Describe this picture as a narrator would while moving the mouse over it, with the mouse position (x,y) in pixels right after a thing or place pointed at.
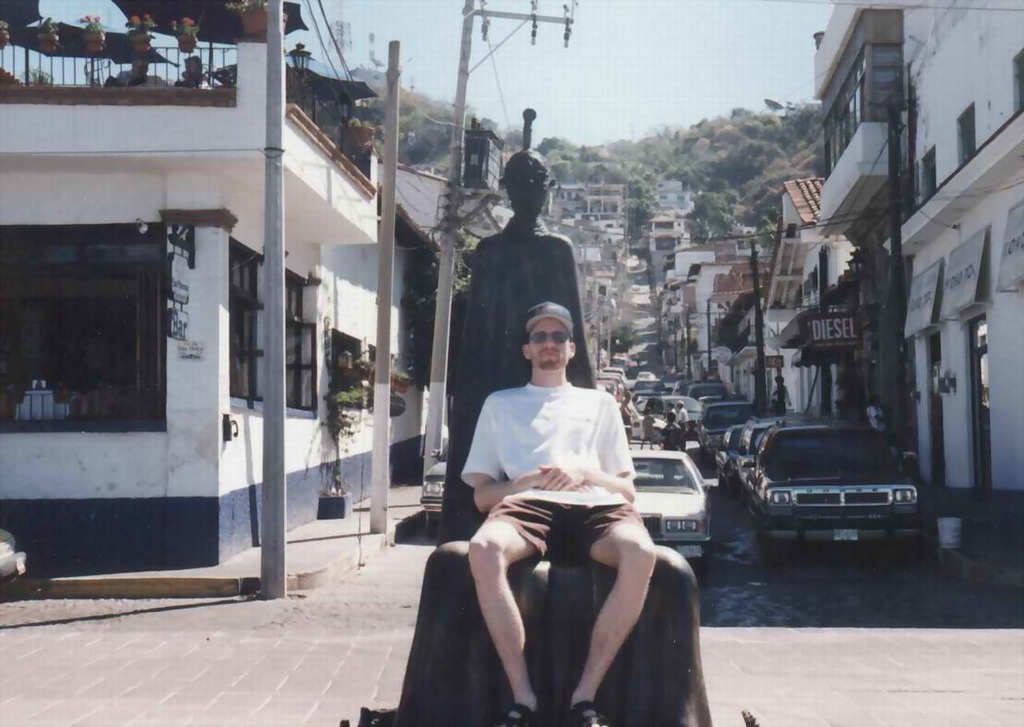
In this image, in the middle (559,405), we can see a man (552,421) wearing a white color shirt (588,462) is sitting, in the middle (482,291), we can also see a statue (482,301). On the right side (812,373), we can also see a building (991,259), boards (945,289), hoarding (956,282), electric pole (898,247), electric wires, few vehicles (855,484) which are placed on the road (923,597). On the left side (272,243), we can also see footpath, poles (282,372), electric pole (446,340), electric wires (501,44), building (194,375), glass window (152,375), flower pot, plants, transformer (479,174). In the background (671,488), we can see few vehicles (656,392), a group of people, trees (652,161). At the top (668,74), we can see a sky (663,89), at the bottom (769,661), we can see a road (758,665) and a footpath (46,720).
